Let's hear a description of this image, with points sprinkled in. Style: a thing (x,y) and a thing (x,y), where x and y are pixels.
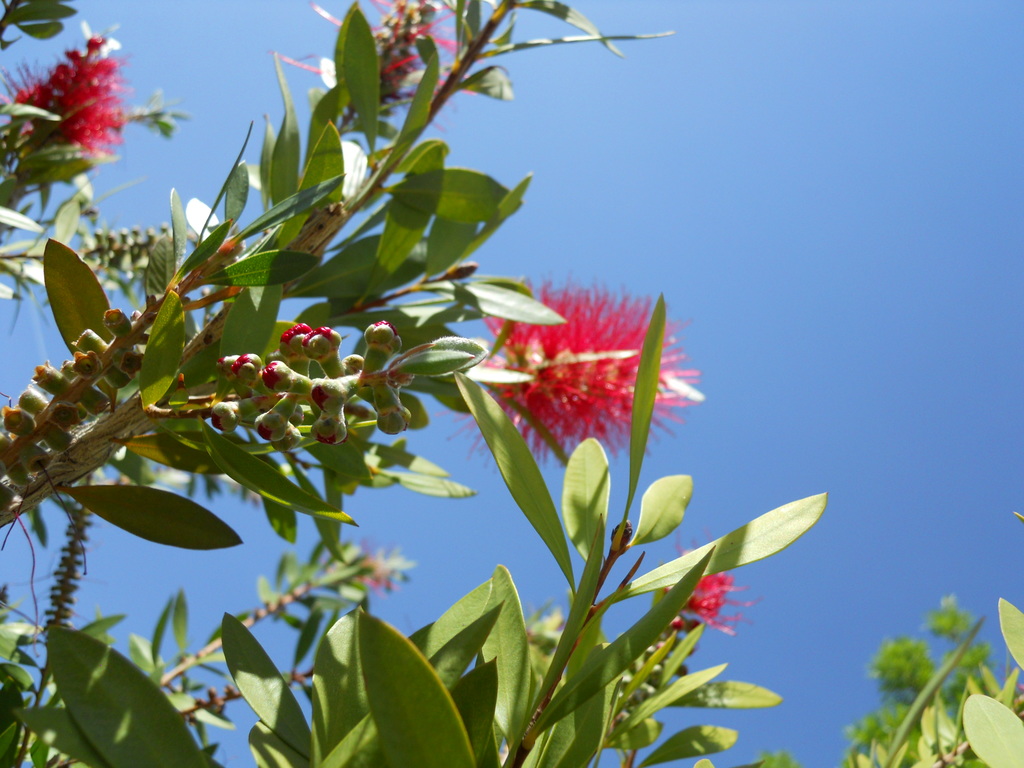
In the picture we can see a part of the plant (5,469) with pink flowers (512,364) in it and behind it we can see the sky (831,587).
